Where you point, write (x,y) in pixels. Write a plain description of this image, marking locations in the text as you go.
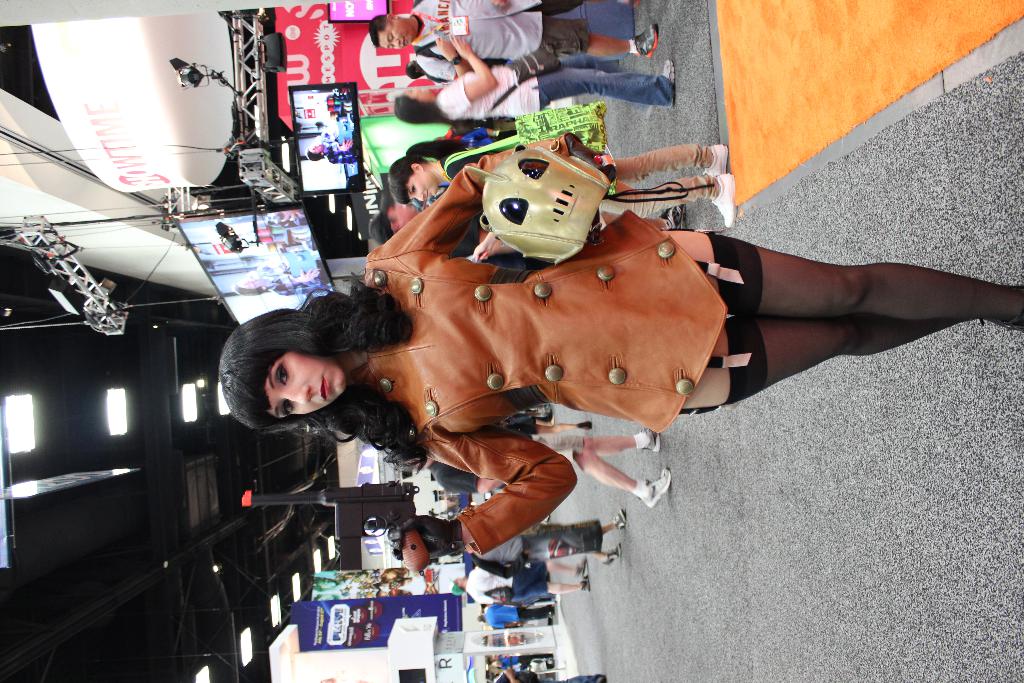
In the picture we can see a woman (925,327) standing and holding a gun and some object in the other hand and behind her we can see some people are standing and some people (553,682) are walking and to the ceiling (173,580) we can see some lights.
